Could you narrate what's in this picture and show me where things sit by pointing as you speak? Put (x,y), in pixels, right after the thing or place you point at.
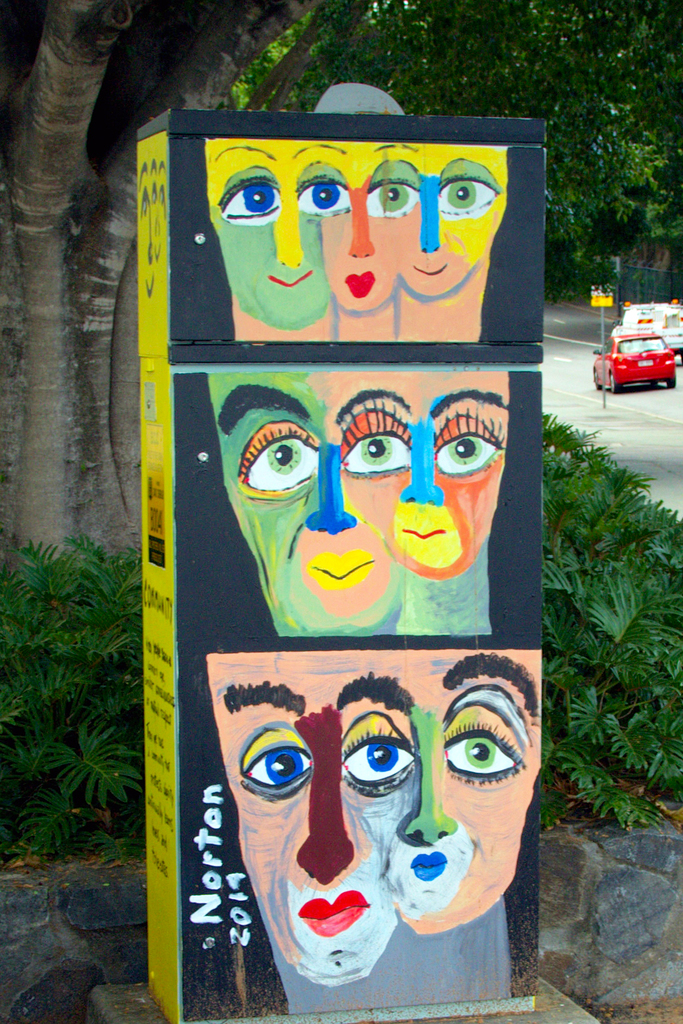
In this picture we can see a box (311,978) with some text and a painting (502,744) on it, plants (587,537), trees (122,44) and in the background (658,319) we can see vehicles (665,309) on the road (554,337), pole (603,317) with a board (610,301).
